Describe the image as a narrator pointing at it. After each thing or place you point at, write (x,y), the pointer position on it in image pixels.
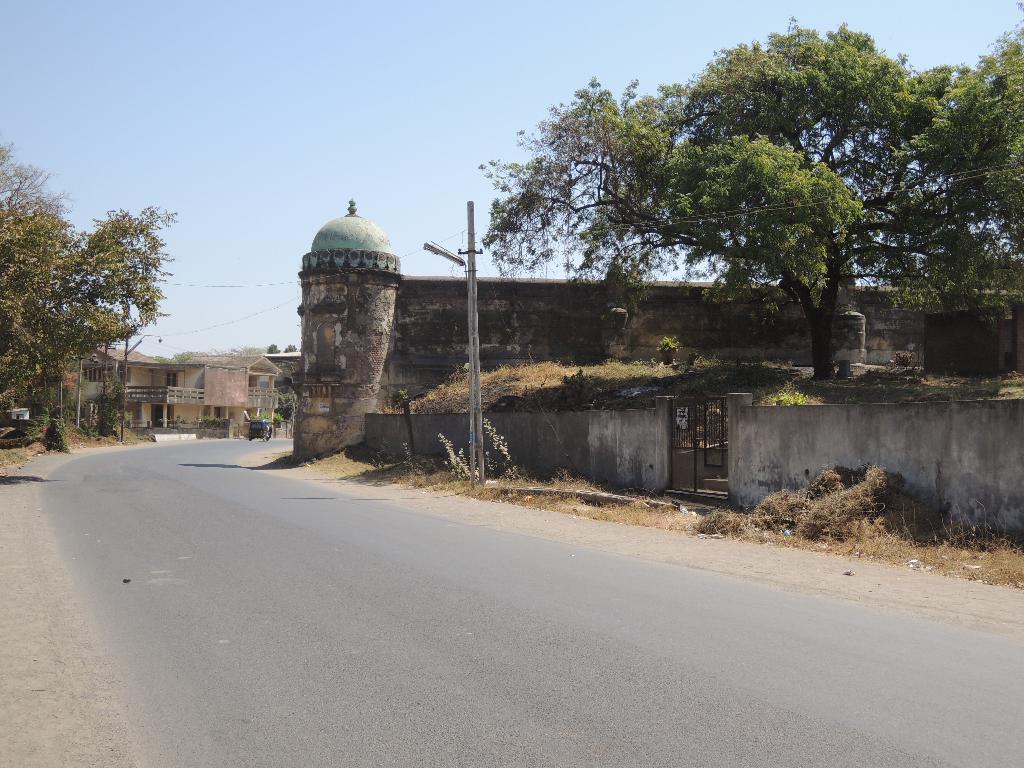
In this picture there are buildings (342,276) and trees (998,166) and poles (78,424). At the top (145,99) there is sky (234,102). At the bottom (354,587) there is a road (449,552) and there is grass (1015,547) and there is a vehicle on the road (279,503). On the right side of the image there is a gate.
